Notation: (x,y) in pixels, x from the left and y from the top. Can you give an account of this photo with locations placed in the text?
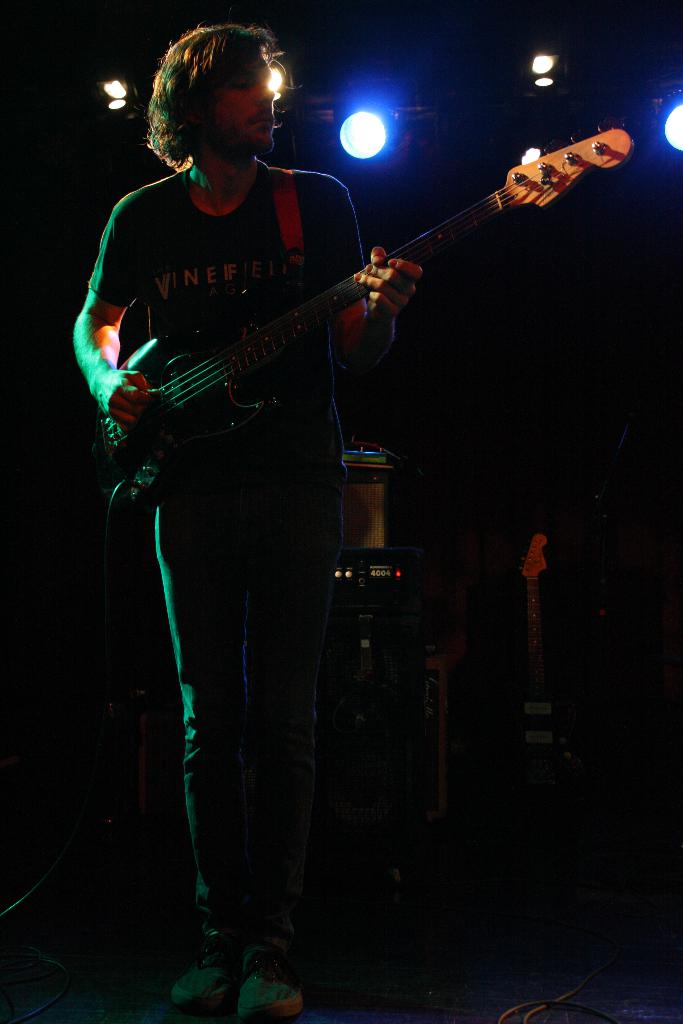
In this image i can see a man (174,184) playing guitar (250,357) at the background (350,128) i can see few lights (357,138).
